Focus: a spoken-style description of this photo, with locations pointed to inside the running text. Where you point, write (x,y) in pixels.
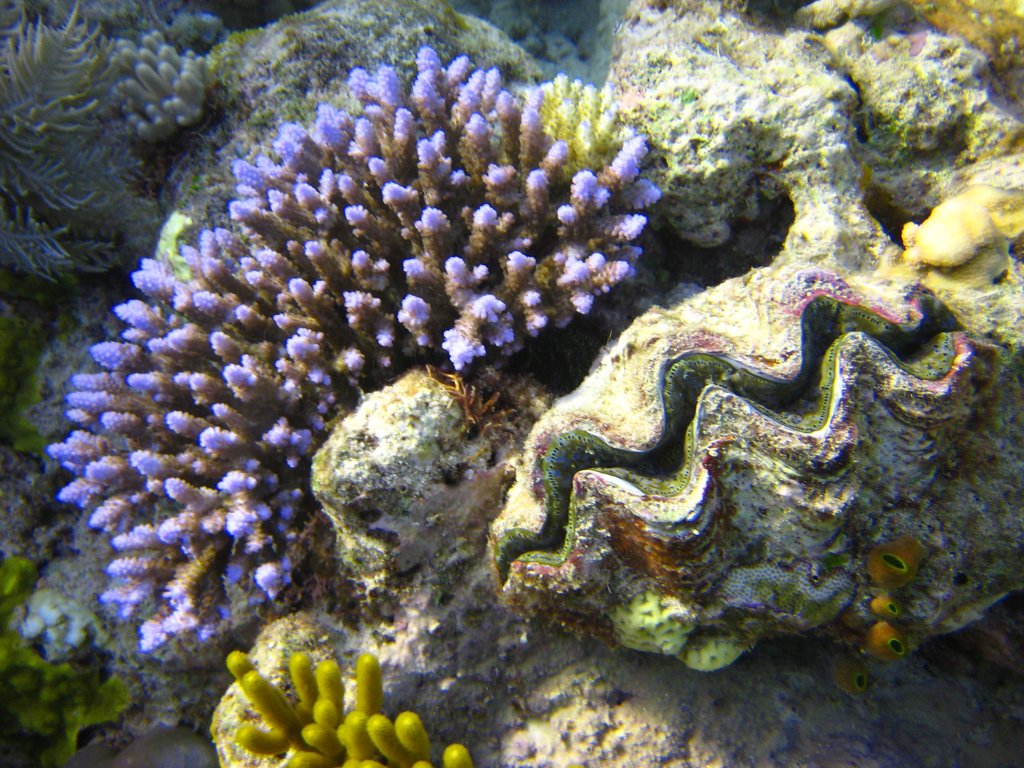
In this image it looks like an underwater environment (630,468). There are coral reefs (222,434) and rocks (154,653).
